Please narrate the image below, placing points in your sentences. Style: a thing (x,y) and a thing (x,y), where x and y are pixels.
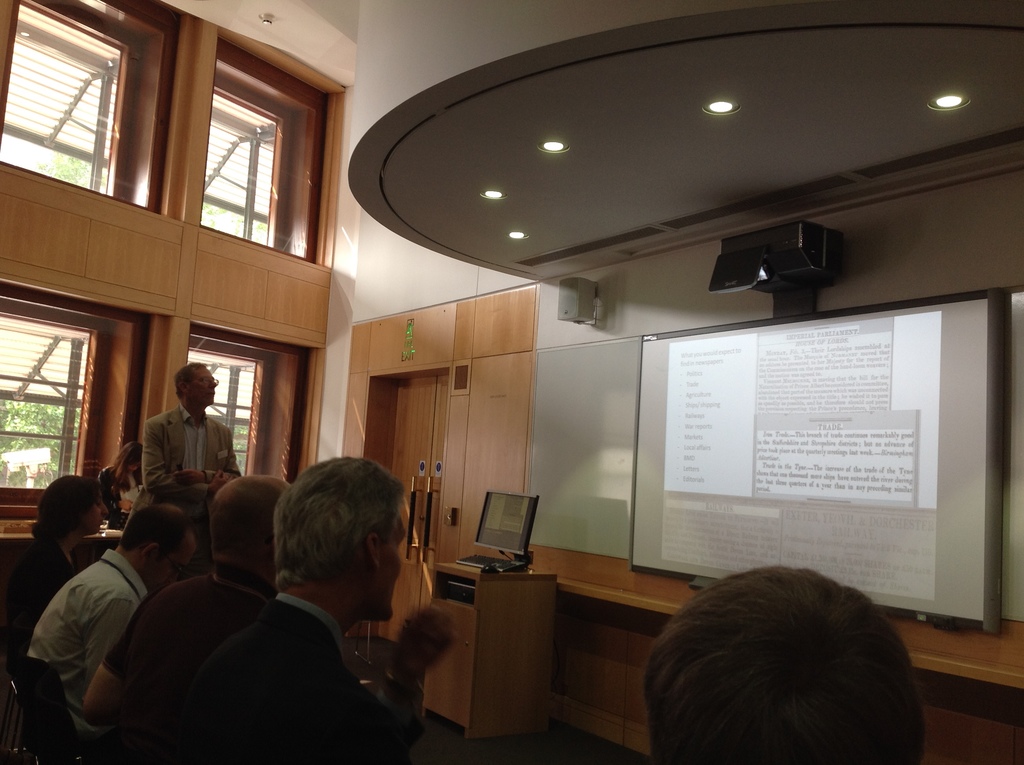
In this room (829,534) we can see a group of people (221,515) sitting on the chairs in front of the projector screen (691,421) on which there are some lights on the roof (626,238) and a guy (191,388) standing in between them and a wooden desk (504,598) on which the system (478,563) is placed.
